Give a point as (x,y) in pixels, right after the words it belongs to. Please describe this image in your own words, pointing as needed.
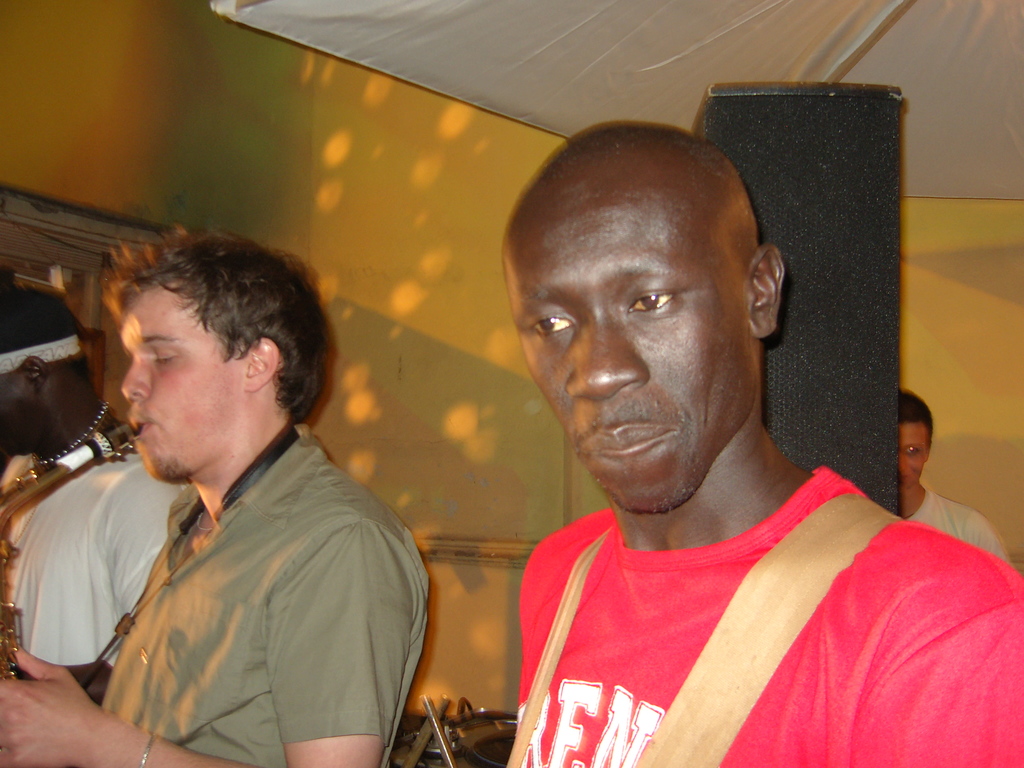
In this picture we can see people (400,577) and in the background (440,594) we can see the wall (421,535) and some objects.
